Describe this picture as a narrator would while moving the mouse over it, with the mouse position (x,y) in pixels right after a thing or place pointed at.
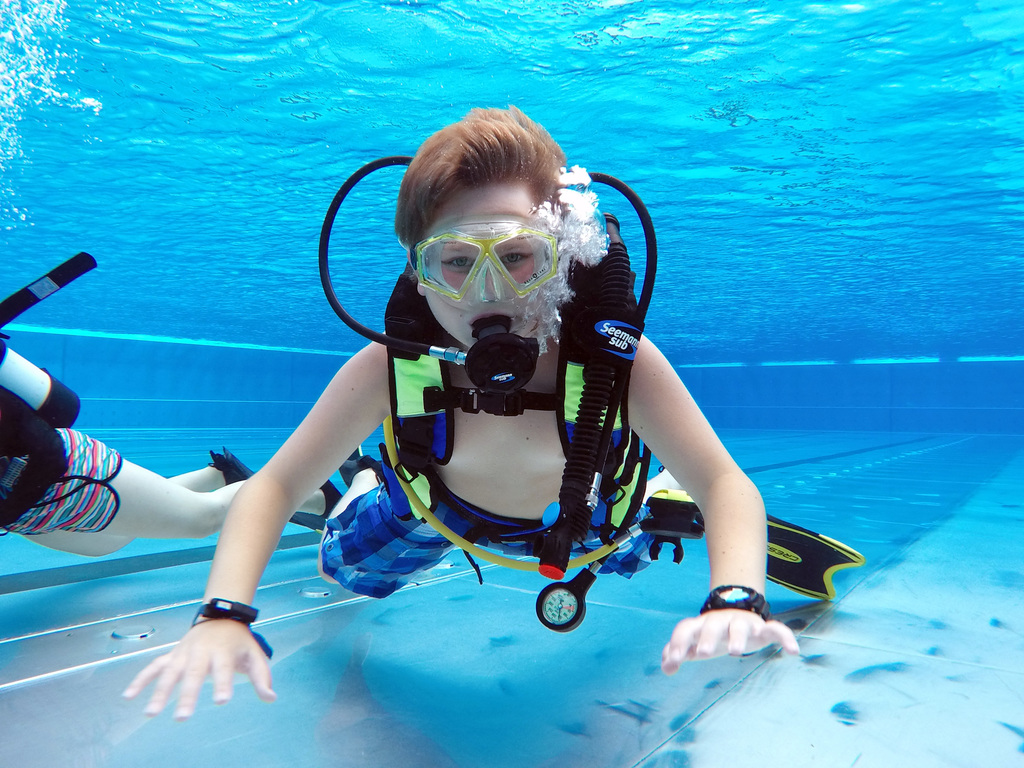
In this picture we can see two people (51,515) wearing a swimming costume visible in the water (937,385).
